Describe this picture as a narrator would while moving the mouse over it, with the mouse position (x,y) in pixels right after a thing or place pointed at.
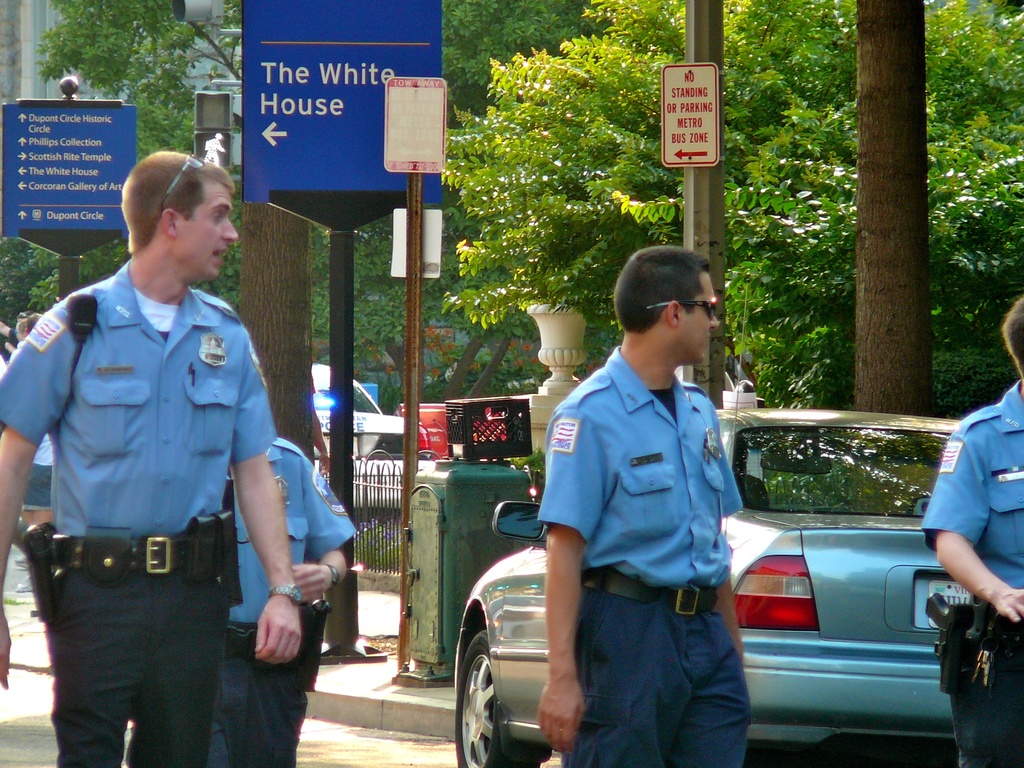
In the foreground of the picture (86,377) there are people (676,532) walking down the road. On the right (889,304) there are poles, trees (848,228), car (821,512) and other objects (423,548). In the center of the picture (426,378) there are boards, car (423,442), railing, trees (455,349) and sculptures (553,354). On the left (165,139) there are boards (112,150), signal lights (211,110), trees (113,71) and building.
